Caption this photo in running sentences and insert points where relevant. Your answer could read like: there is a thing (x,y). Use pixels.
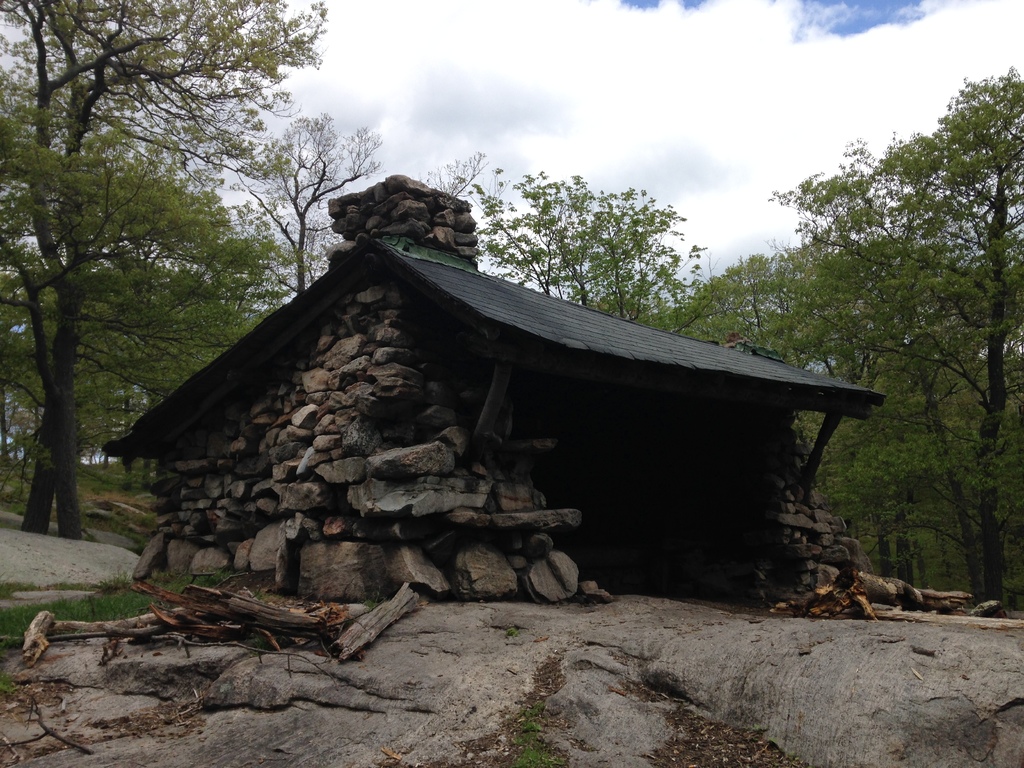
In this picture I can see a house (462,448) on the rock (759,615) and few sticks (210,625) on the ground (410,678) and I can see trees (938,355) and a blue cloudy sky (709,106).
